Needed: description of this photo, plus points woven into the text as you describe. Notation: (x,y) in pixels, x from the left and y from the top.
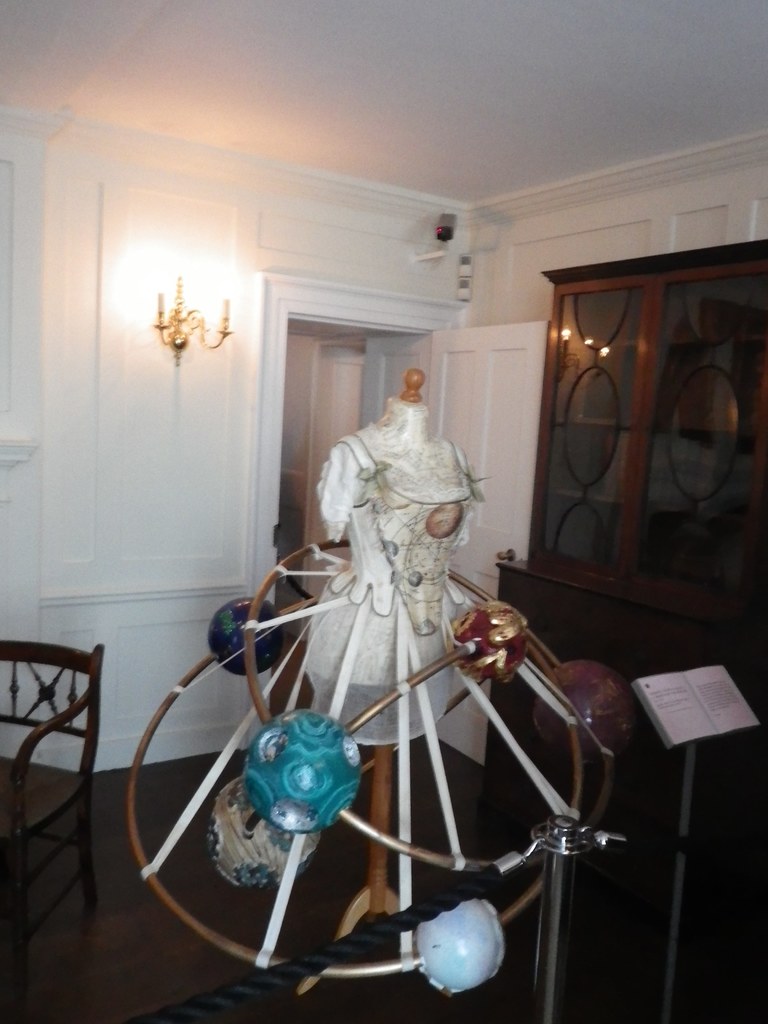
In the center of the image (356,584), we can see a mannequin (361,610) and there are stands (374,813) and some decors items (481,660) and we can see a book (666,691). In the background (591,497), there are cabinet (613,437), a door (470,395), a cctv camera (447,235) and we can see some lights (221,302) and there is a wall (124,138) and a chair (27,652) and we can see a rope (221,996).
